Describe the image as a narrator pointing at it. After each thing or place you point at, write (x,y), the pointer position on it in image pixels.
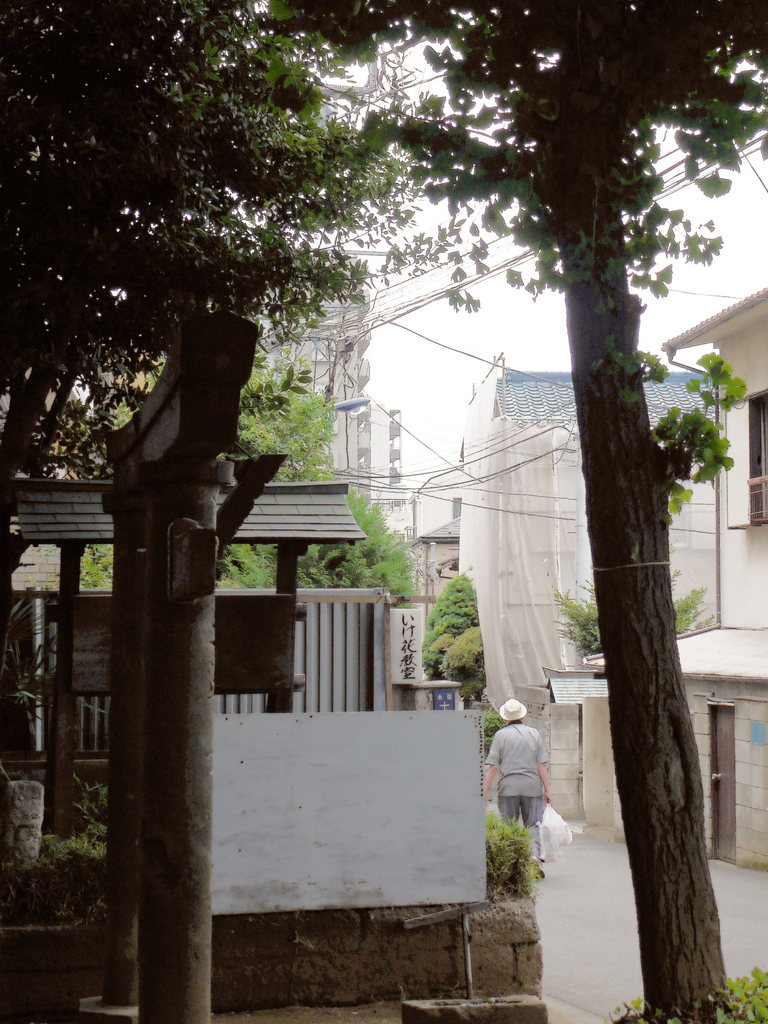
In this picture we can see trees (230,131), wires (360,306), archways (193,1011), buildings (498,416), plants (430,638), person (498,781) holding plastic covers (544,822) on the road (559,893) and in the background (496,257) we can see the sky (451,378).
